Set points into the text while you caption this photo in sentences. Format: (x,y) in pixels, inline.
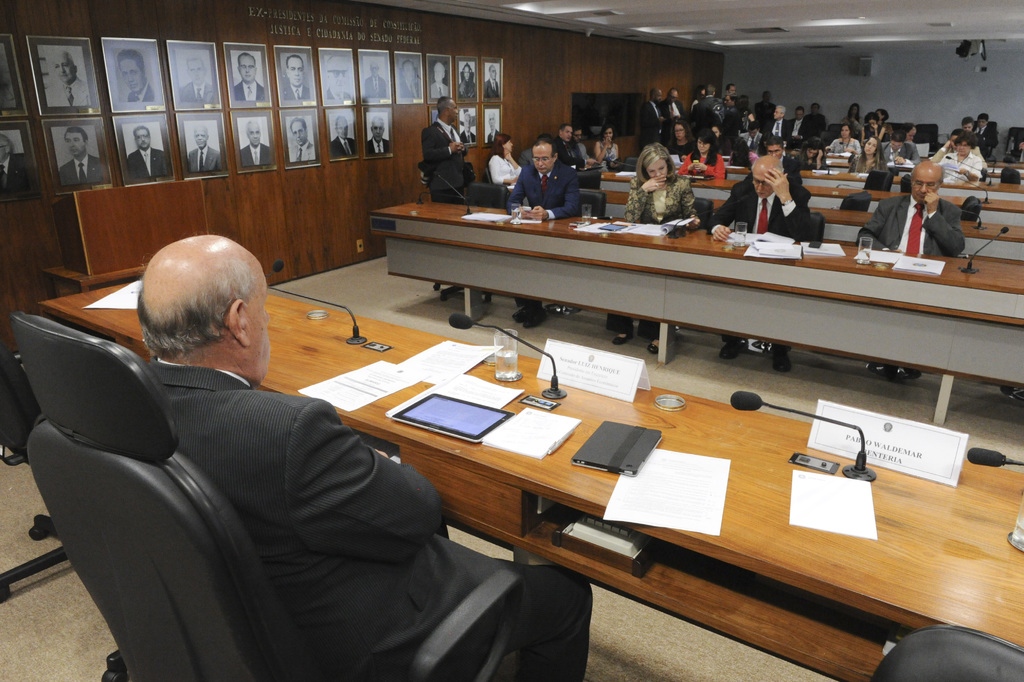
In this picture we can see some persons (701,130) sitting on the chairs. This is table (868,565). On the table (832,583) there is a paper (792,498), laptop (636,461), glasses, and a tablet (474,419). Here we can see some persons (679,101) standing on the floor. This is the wall (300,201). And there are some pictures (241,122) on the wall (288,184).
